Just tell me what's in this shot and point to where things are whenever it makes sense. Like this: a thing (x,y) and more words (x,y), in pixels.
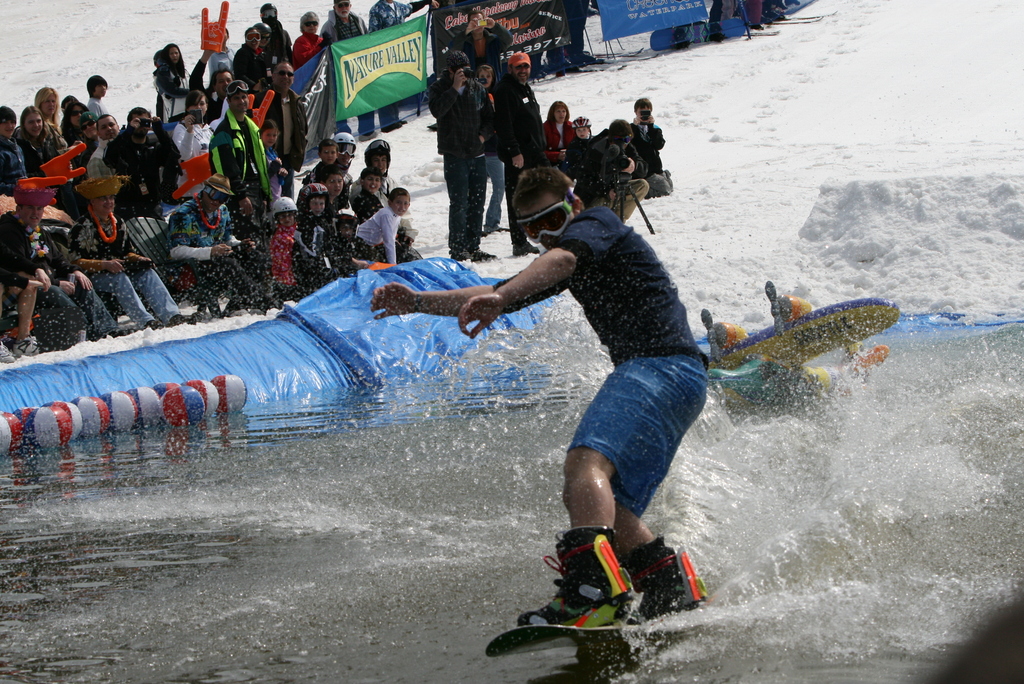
This picture is clicked outside. In the center (632,312) we can see a person (590,247) wearing t-shirt (648,291) and standing on an object (613,608) seems to be the snowboard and seems to be snowboarding. In the background (113,157) we can see the group of persons (405,16) standing and we can see the group of persons (229,272) sitting, we can see a water body (670,504), balls (154,421), text (419,58) on the banners (356,58) and the cameras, helmets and some other objects (205,15) and we can see the snow (134,31) in the background (107,31).
